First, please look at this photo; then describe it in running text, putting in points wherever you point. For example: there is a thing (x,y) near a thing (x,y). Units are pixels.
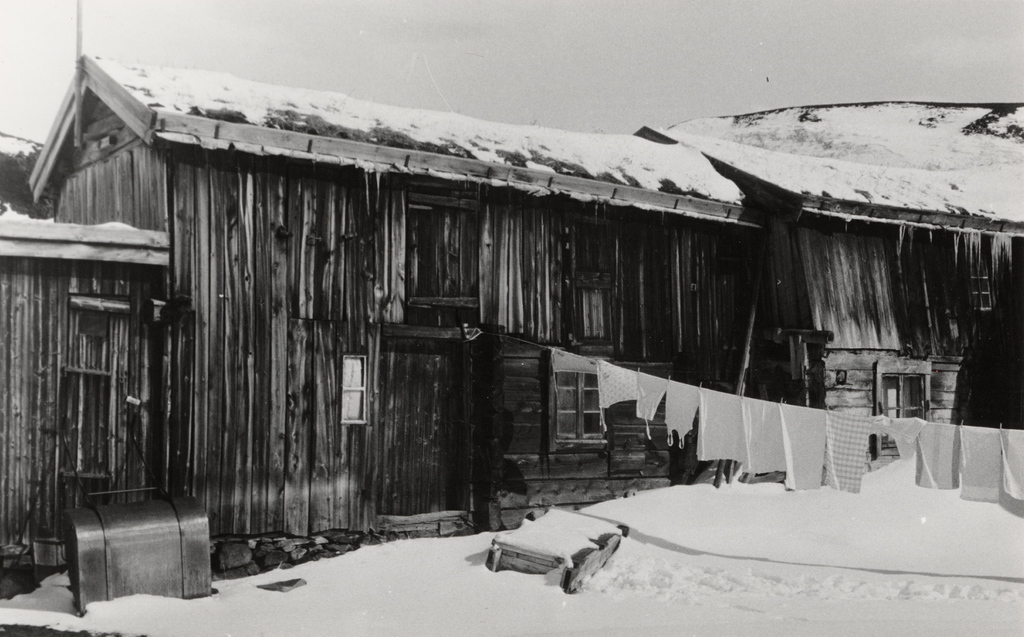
This picture is in black and white. Here, we see a building (339,317) which is made up of wood (660,327). The roof (551,149) of the building (582,170) is covered with ice (903,182). At the bottom of the picture (618,555), we see the ice (777,592). On the right corner of the picture (733,449), we see clothes (935,446) hanged with the rope (771,402). On the left side (126,559), we see a wooden box (126,559).
